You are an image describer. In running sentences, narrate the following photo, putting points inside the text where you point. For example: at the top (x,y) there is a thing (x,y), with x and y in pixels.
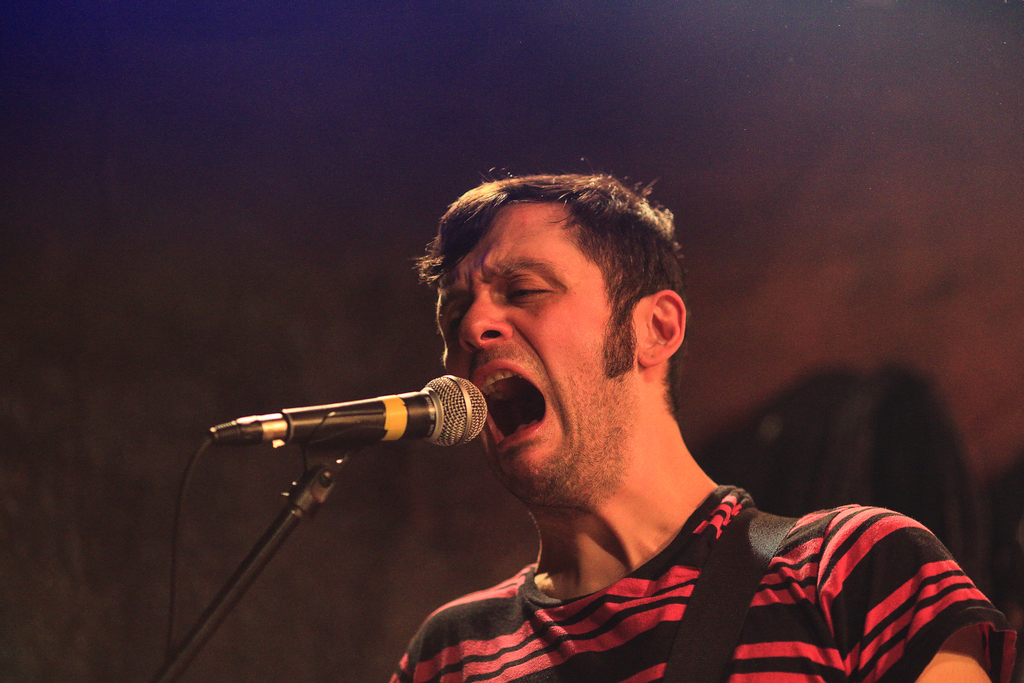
This picture shows a man (558,438) standing and singing with the help of a microphone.
